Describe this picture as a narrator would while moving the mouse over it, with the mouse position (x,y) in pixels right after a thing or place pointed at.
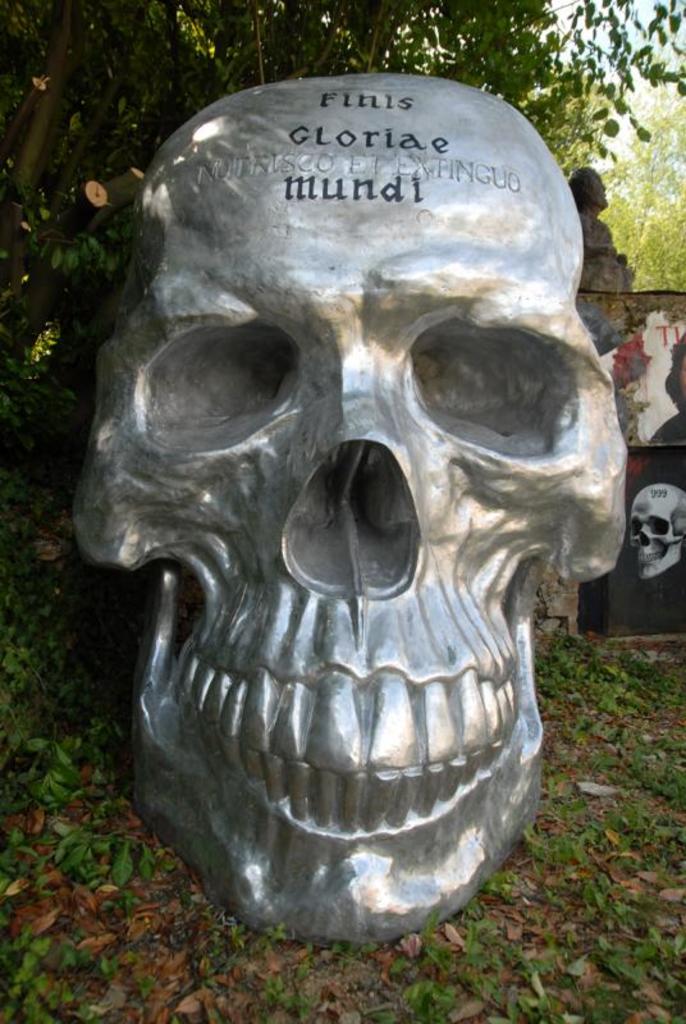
In this image in the front (575,951) there are dry leaves (560,963) on the ground (139,906) and in the center (374,472) there is a skull (376,613) with some text (381,196) written on it. In the background (417,22) there are trees (640,243), there is a statue (610,265) and there are boards (644,417) with some images (655,439) on it.
